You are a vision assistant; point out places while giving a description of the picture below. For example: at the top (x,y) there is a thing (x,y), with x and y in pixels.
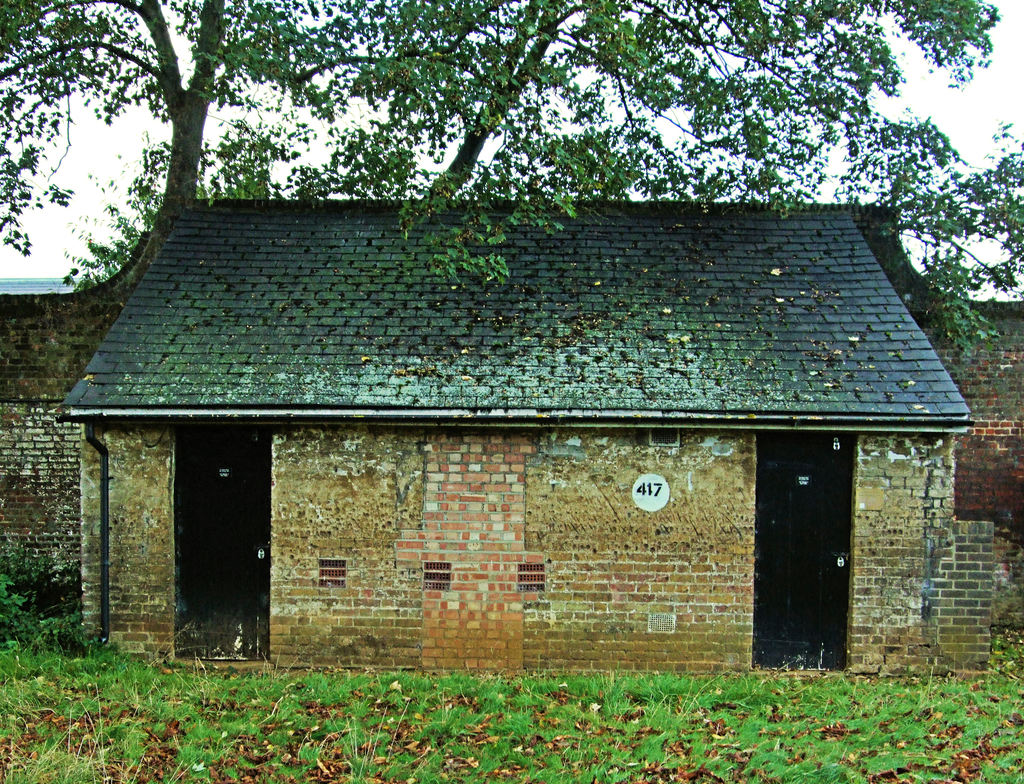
In the center of the image (429,277) there is a house (263,553). There are doors (217,435). In the background of the image (974,393) there is wall (1012,423). There are trees (222,87). At the bottom of the image (567,727) there are plants (446,763) and grass (307,740).
